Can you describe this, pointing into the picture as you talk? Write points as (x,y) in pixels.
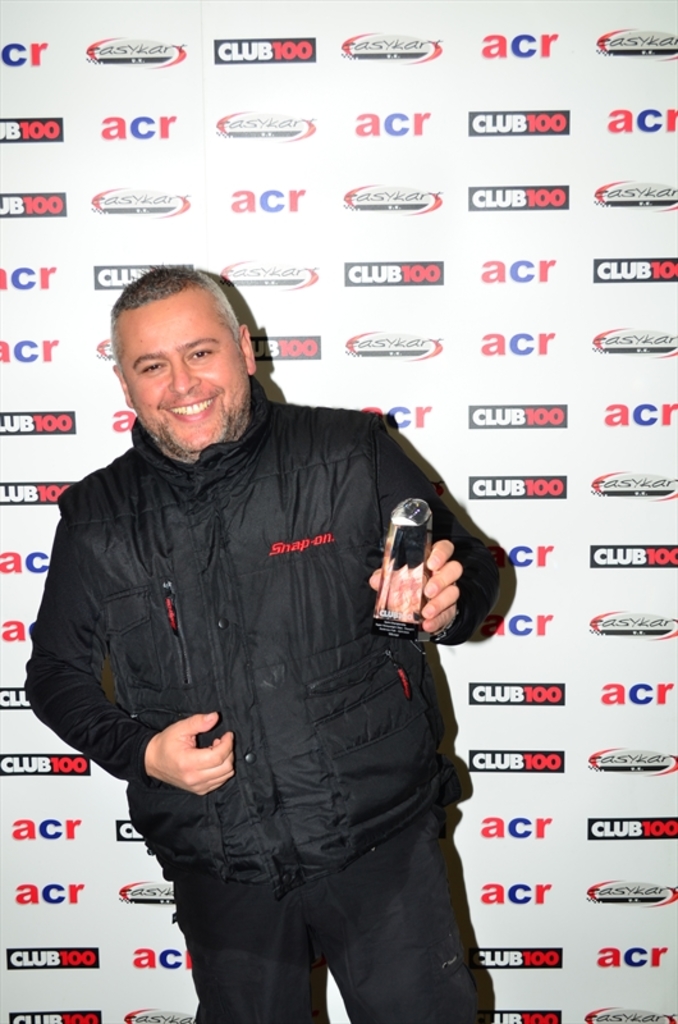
In this picture there is a man (167,340) standing and smiling and holding an object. In the background of the image (456,276) we can see hoarding (448,270).
